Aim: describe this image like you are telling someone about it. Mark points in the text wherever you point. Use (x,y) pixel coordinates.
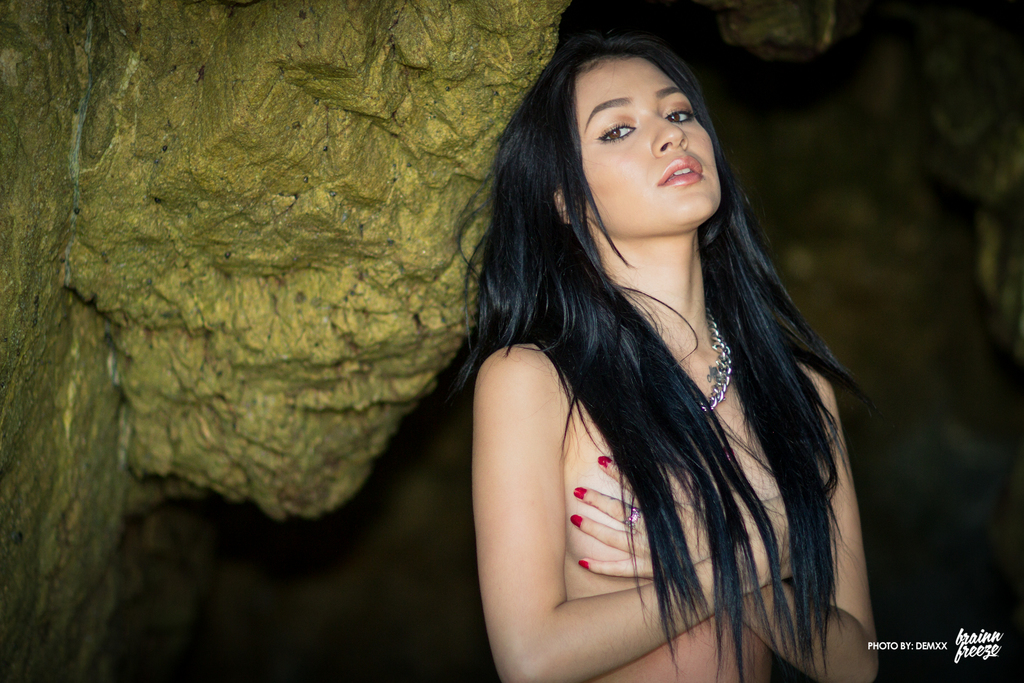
In this image I can see a woman (600,285) wearing chain (717,365) to her neck (662,259). I can see a rock (264,185) which is yellow and green in color and the dark background.
